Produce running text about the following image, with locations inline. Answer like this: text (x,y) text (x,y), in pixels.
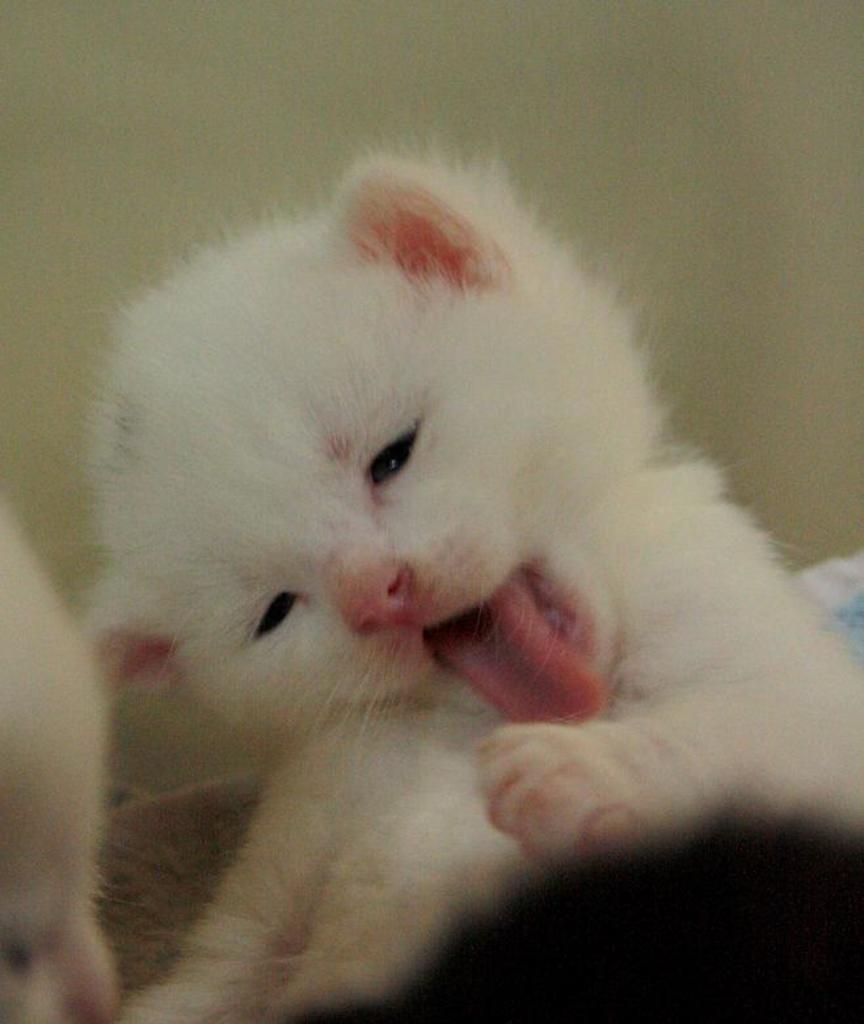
In this image we can see a cat (426,537) which is in white color is yawning.
